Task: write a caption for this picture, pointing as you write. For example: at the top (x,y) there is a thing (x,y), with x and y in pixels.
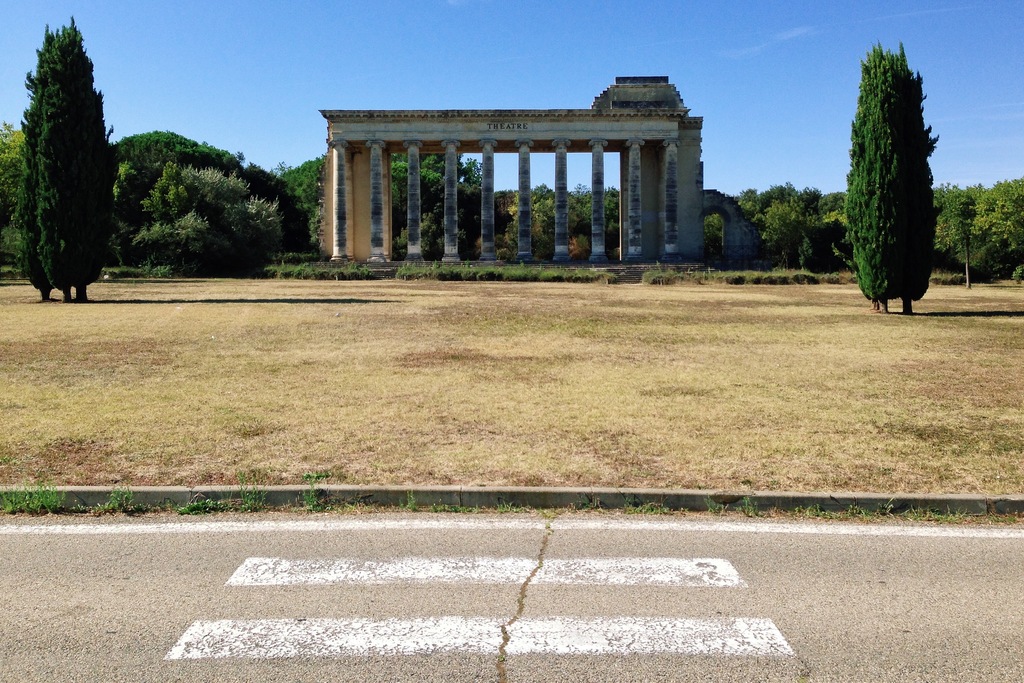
In the picture there is a monument (368,197) and around that monument (349,203) there are plenty of trees (107,255) and grass (567,420), in front of the grass surface (5,369) there is a road (129,619).
